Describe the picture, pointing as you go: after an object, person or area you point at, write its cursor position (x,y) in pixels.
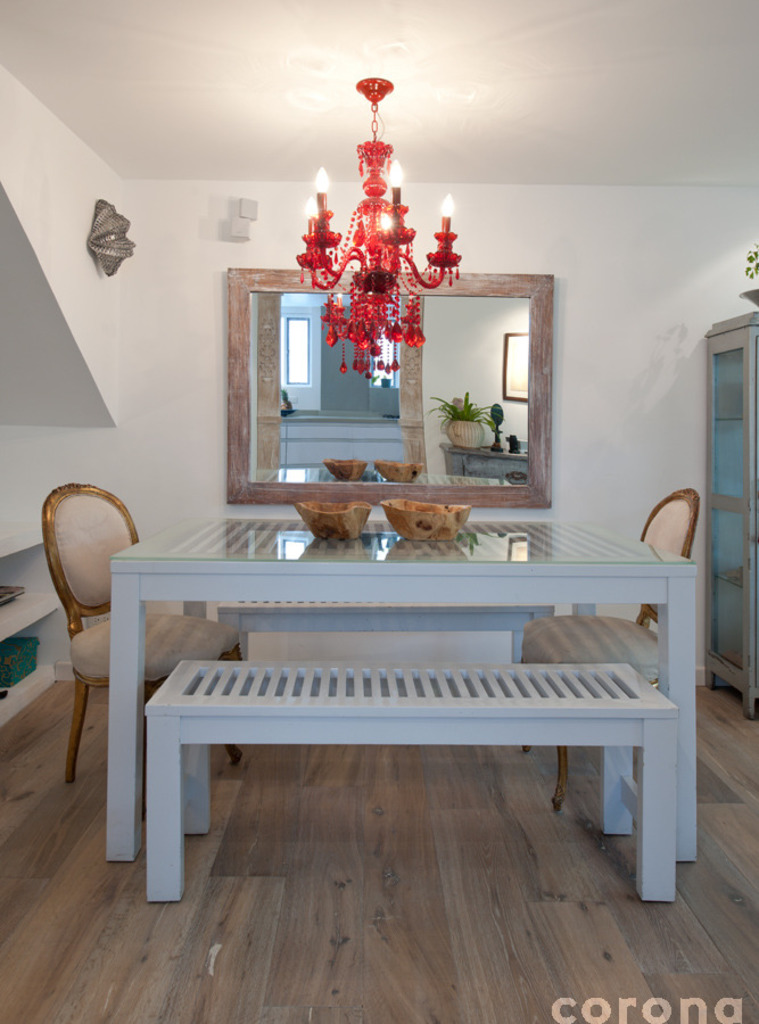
In this image I can see a table (490,588) and chairs (608,647) in a room (384,126). There is a red chandelier (372,243) at the top (363,218). There are objects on the table (511,595). There are white walls (633,406). There is a mirror (292,361) at the back (300,368) and there are cabinets (710,624) on the right (747,434).
